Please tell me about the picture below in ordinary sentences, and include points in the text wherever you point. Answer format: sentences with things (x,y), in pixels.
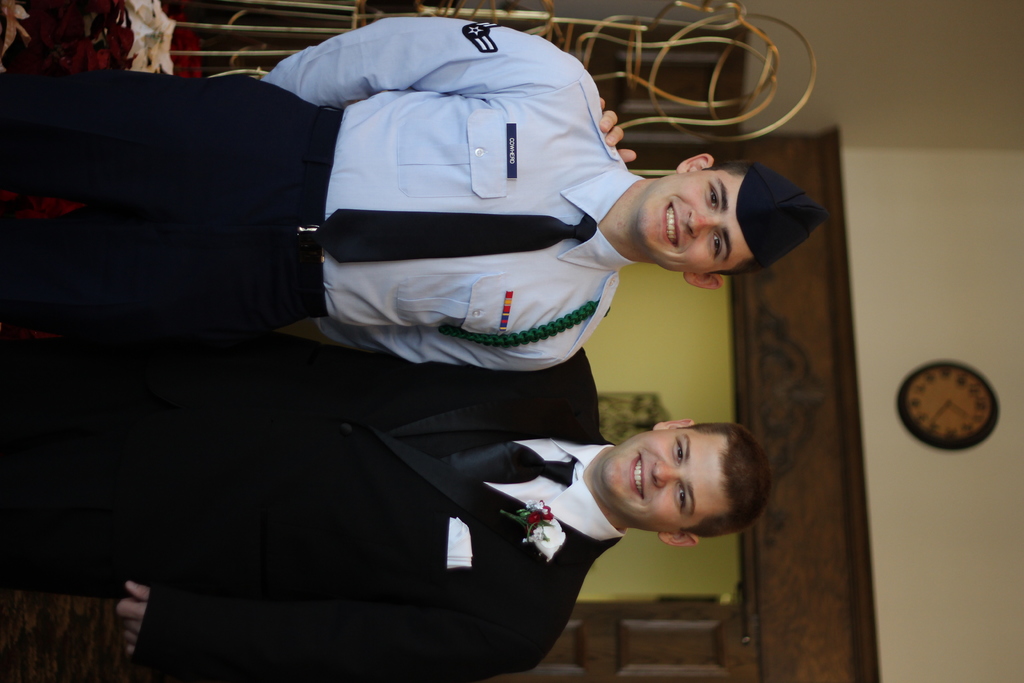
In the picture I can see two men (399,398) are standing on the floor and smiling. These men (399,398) are wearing formal clothes (277,406). In the background (907,422) I can see a clock (922,414) on the wall (943,487) and some other things (776,411). The background of the image (902,522) is blurred.
